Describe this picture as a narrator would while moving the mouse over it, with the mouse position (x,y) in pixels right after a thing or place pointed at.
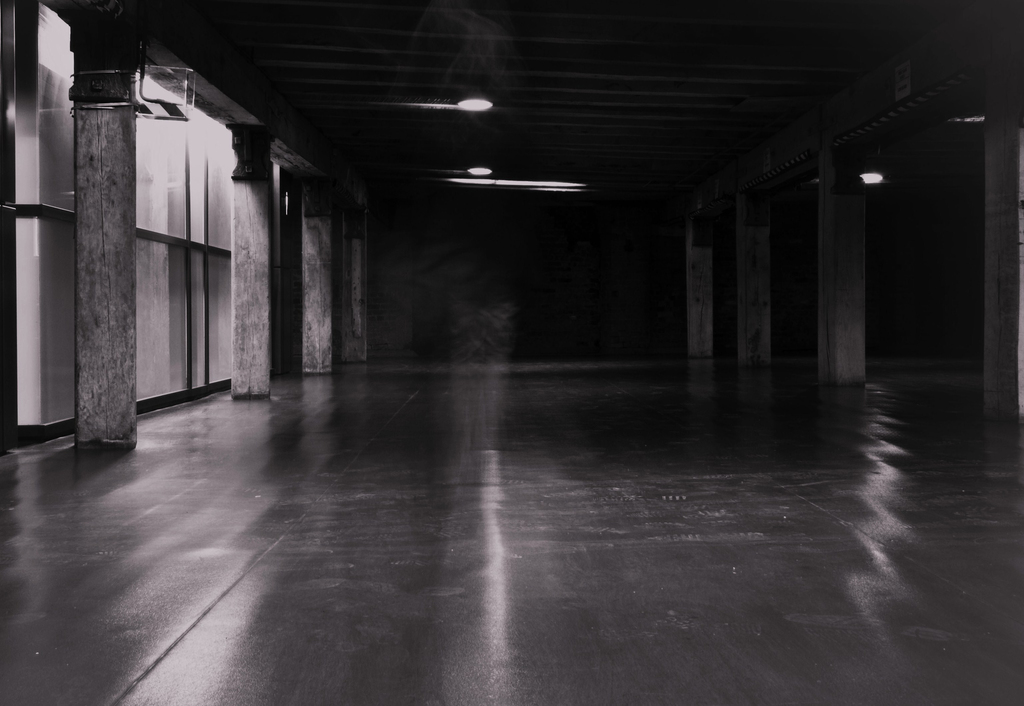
In this picture I can see the inside view of a building (155,239) and I see the pillars (259,214) on both the sides. On the top of this picture (877,182) I see the lights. I see that this is a black and white picture.
